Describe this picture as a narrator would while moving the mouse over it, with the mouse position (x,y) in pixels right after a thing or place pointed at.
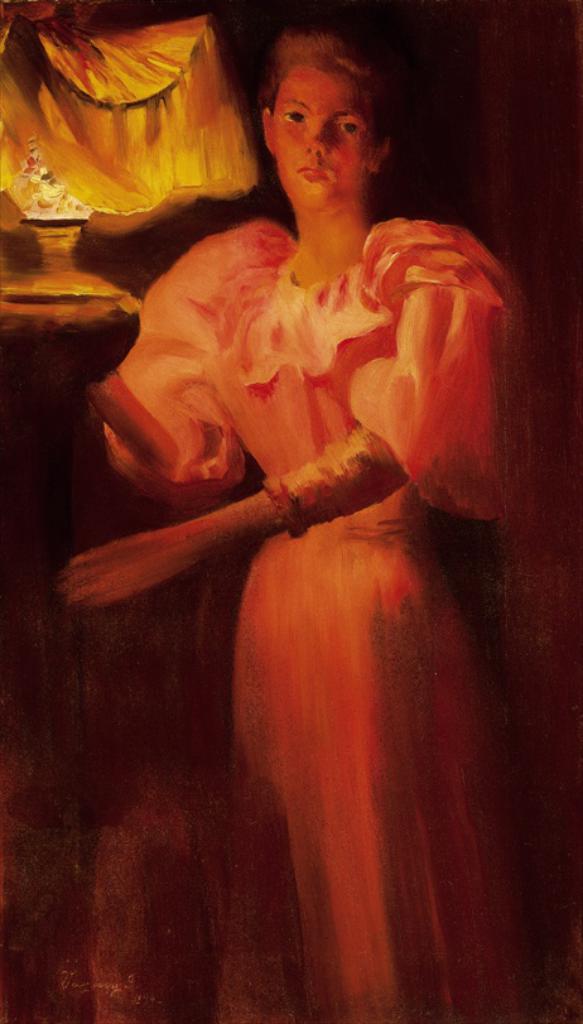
In this image I can see a painting (437,245) of a woman (440,361) standing.
